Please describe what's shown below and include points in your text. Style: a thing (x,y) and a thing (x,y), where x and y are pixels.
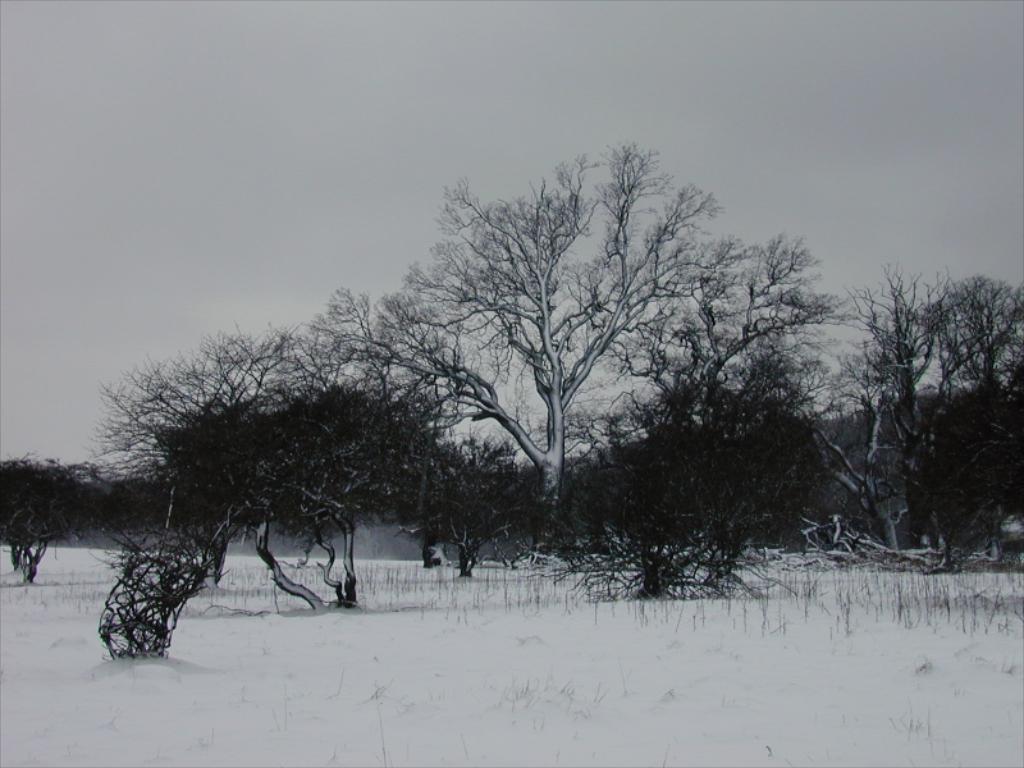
This is a black and white image. In this image we can see a group of trees (637,451) and the ground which are covered with snow (559,426). We can also see the sky (459,144) which looks cloudy.
